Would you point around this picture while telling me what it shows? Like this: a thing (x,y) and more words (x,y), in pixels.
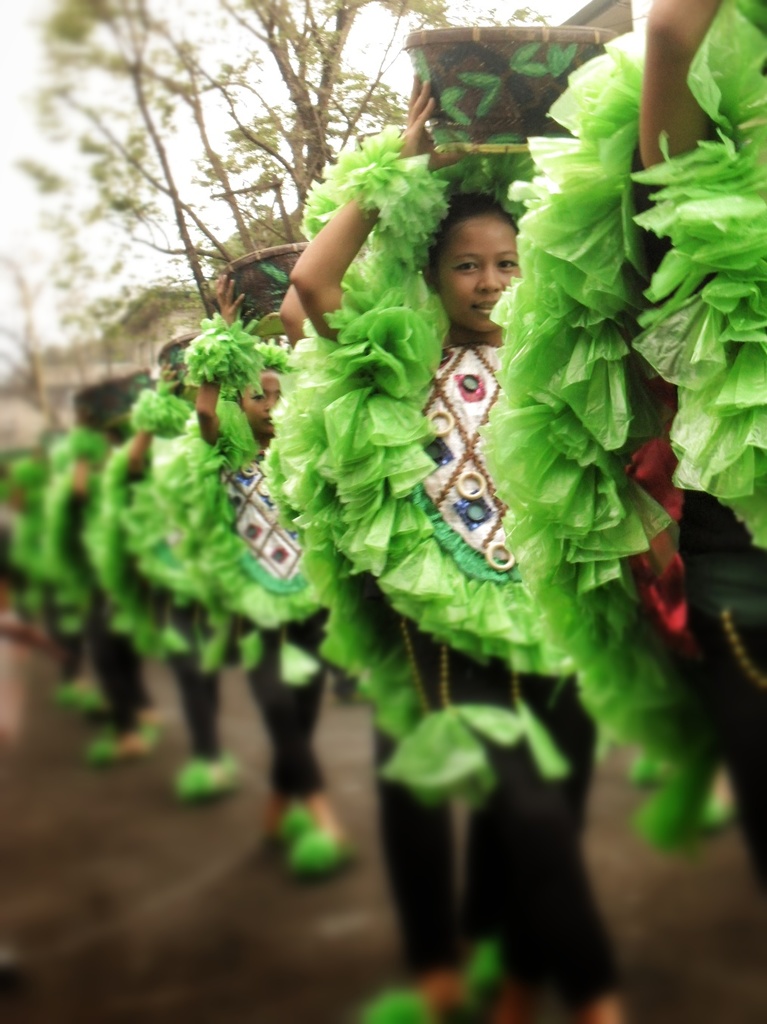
In this image we can see there are people (316,382) standing and holding a basket (461,114) and there are trees (206,138) and the sky (116,98).
